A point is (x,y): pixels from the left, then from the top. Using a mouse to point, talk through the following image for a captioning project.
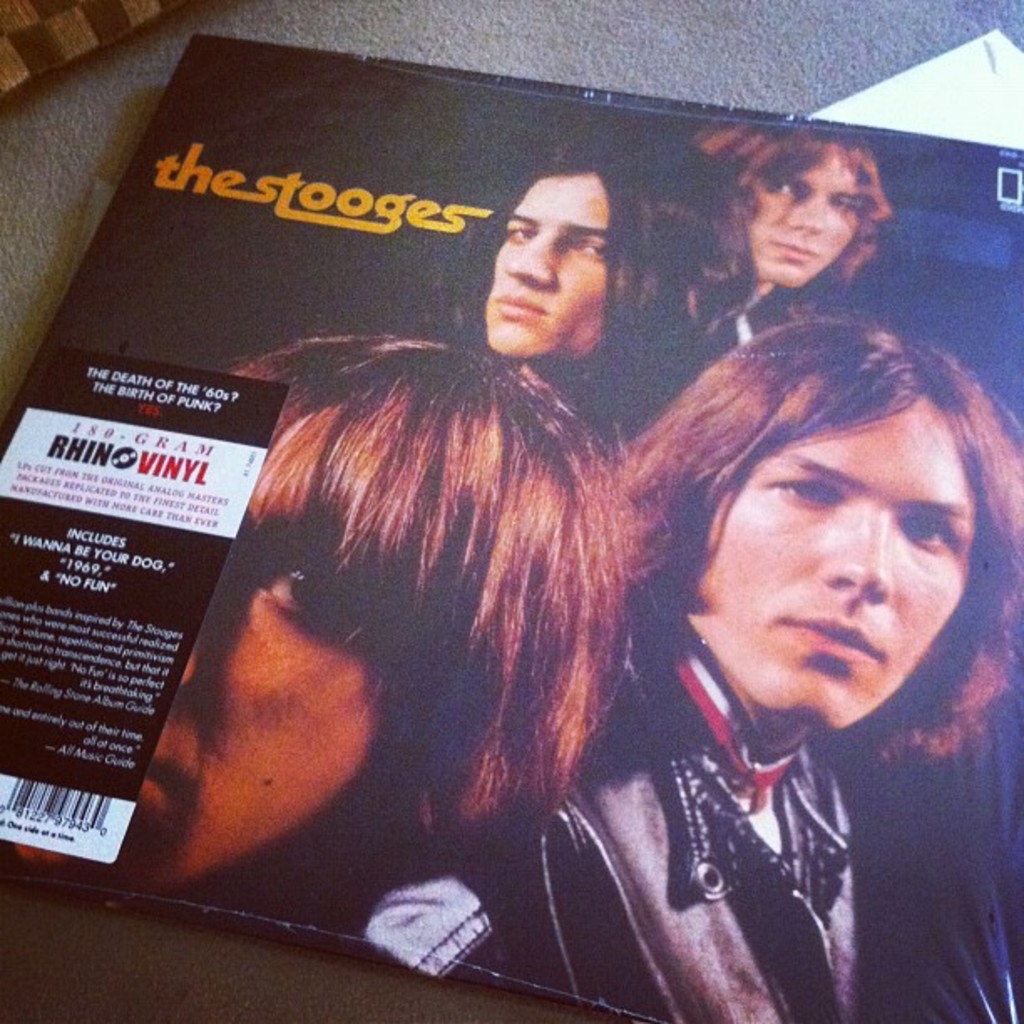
In this image there is a table (650,2) on that table (844,16) there is a record album (130,285), on that record album (982,729) there are four persons picture (509,457) and some text (149,670) is written on the record album (211,472).
